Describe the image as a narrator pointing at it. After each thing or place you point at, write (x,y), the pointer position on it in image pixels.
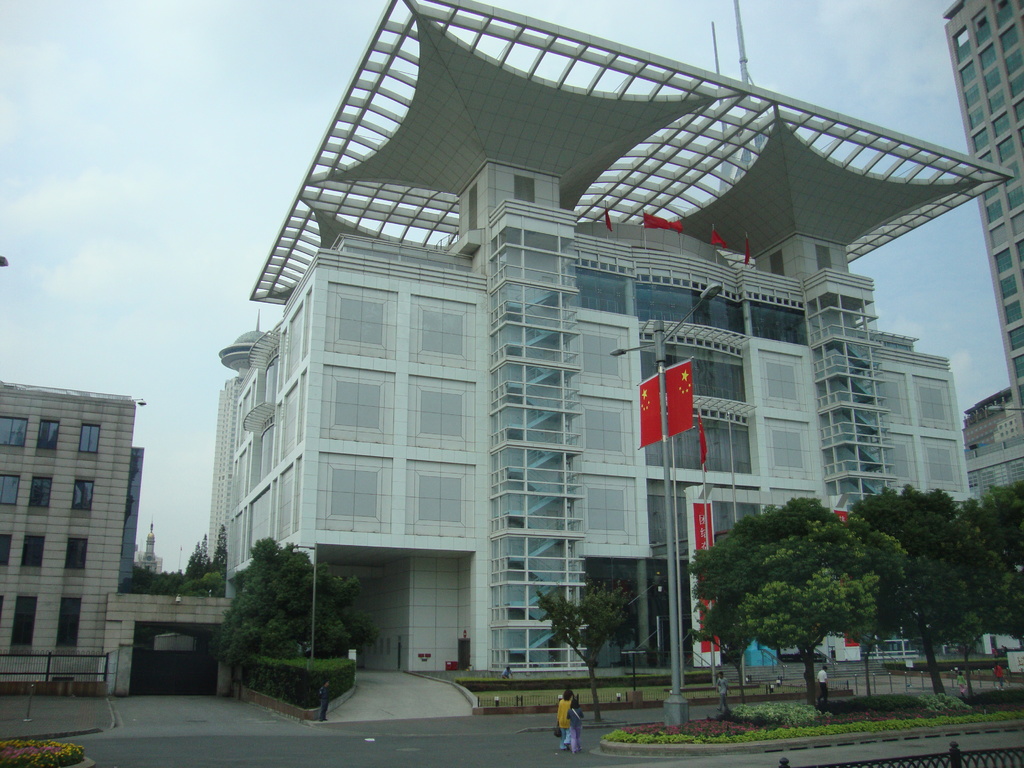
This picture is clicked in the city (425,670). Here, we see two people (561,722) walking on the road (555,744). Beside them, we see a street light (664,374) to which red colored board (683,395) is attached. Beside that, there are many trees (810,635) and plants (800,711). In the background (343,613), there are many buildings (440,466) and trees (255,624). At the top of the picture (216,104), we see the sky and at the bottom of the picture (260,734), we see the road (309,729).
